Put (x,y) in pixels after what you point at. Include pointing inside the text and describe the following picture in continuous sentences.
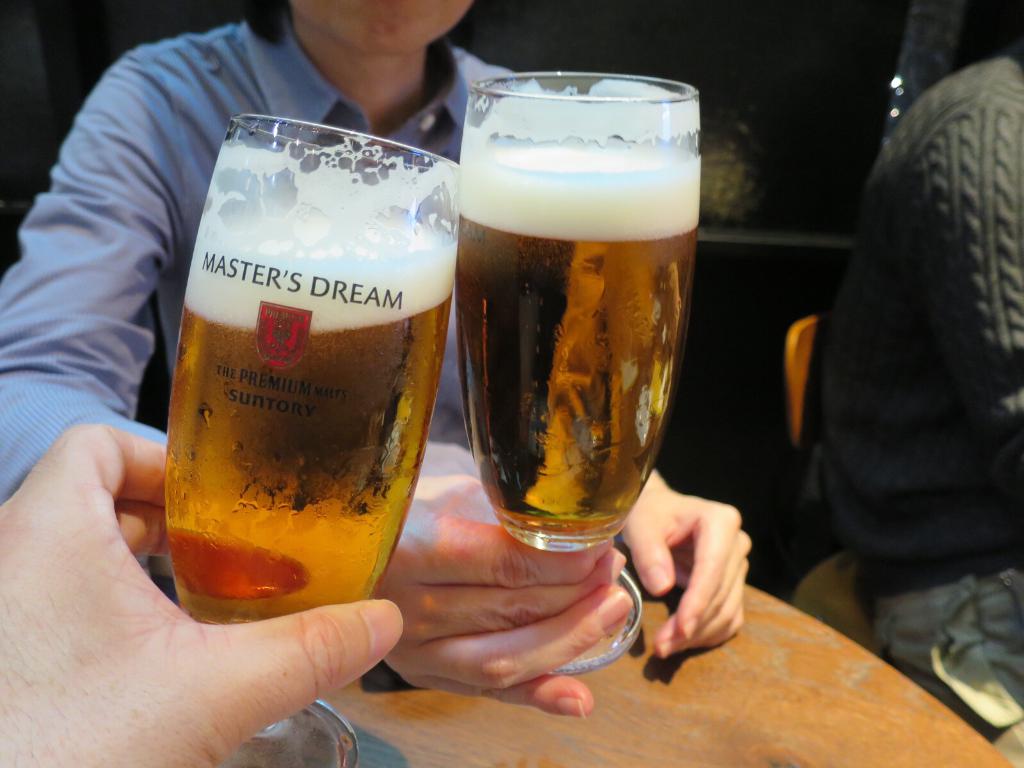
On the left of this picture (104,375) we can see a person (191,136) wearing a shirt (186,138), sitting and holding the glass (602,392) of drink (539,221). In the bottom left corner (136,564) we can see the hand (84,624) of a person (115,550) holding the glass (238,431) of drink (250,311) and we can see the text (304,277) and a logo (303,335) on the glass (310,409). In the foreground (803,719) we can see the wooden table (814,662). On the right (949,110) there is another person (892,438) sitting on the chair (791,367). In the background (850,125) we can see some objects (740,238).
